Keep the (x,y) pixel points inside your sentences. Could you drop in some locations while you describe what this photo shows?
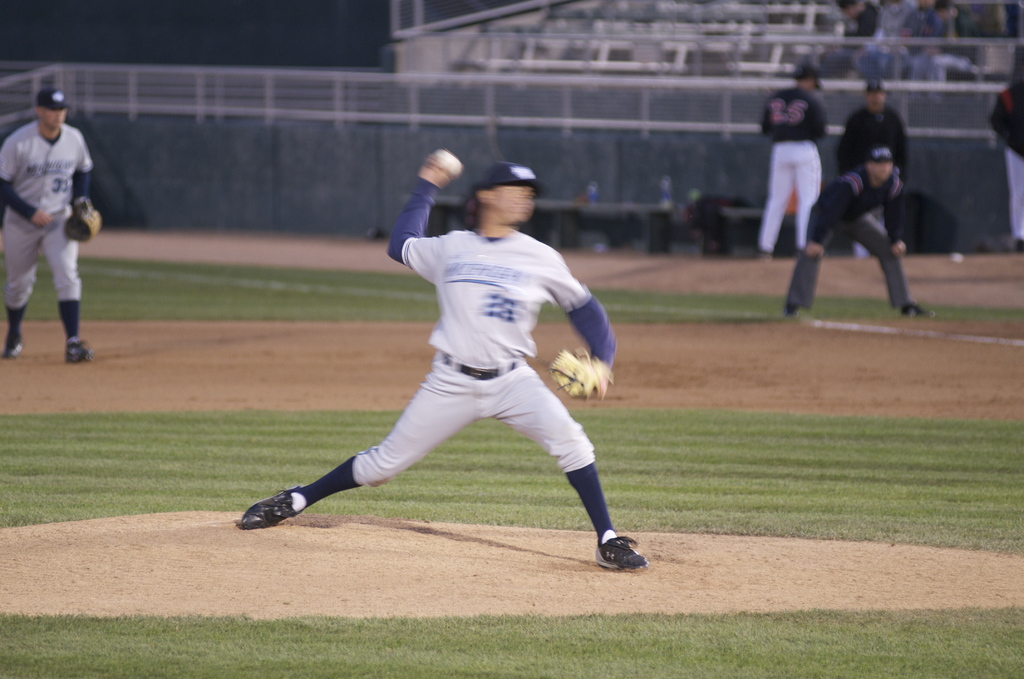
In the middle of the image (540,377) a person (484,192) is in an action of throwing a ball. Background of the image (55,75) we can see people (1010,207), railing (300,110), bottle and benches (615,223).
